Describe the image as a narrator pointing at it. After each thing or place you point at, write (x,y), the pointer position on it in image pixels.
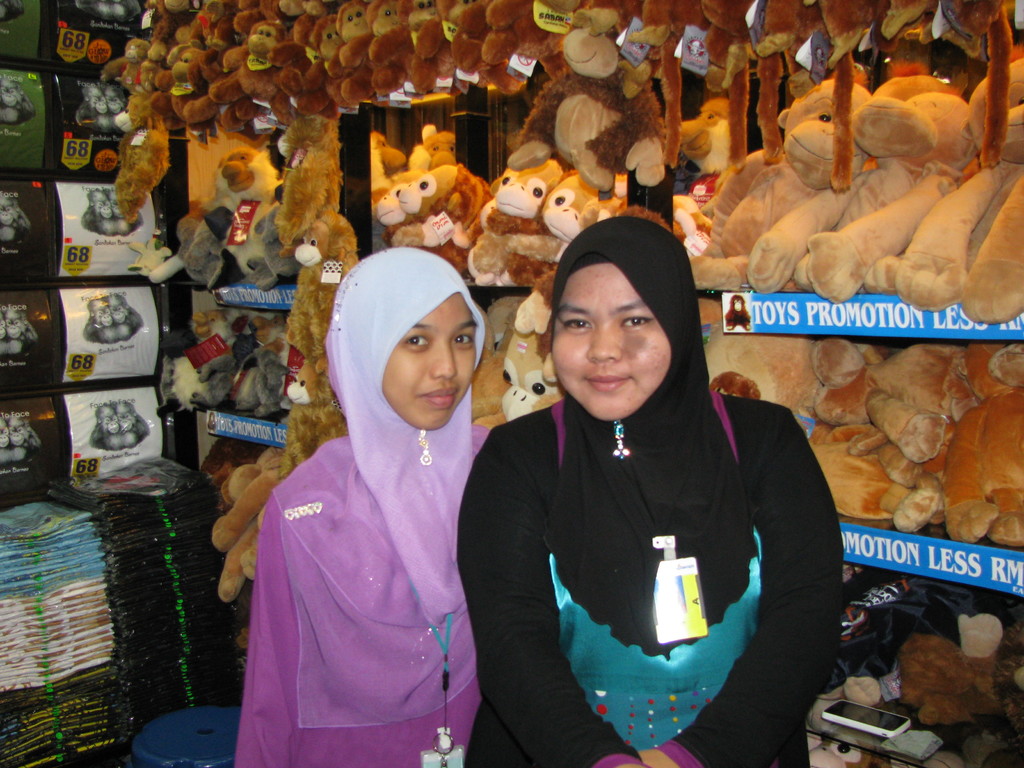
In this image there are two ladies (468,643) standing and smiling. In the background (876,239) there is a rack (638,95) and we can see soft toys (922,202) placed in the rack (519,95) and we can see some objects (139,686). On the right (896,719) there is a mobile (874,715) placed on the stand (868,743). We can see a stool (212,723).
